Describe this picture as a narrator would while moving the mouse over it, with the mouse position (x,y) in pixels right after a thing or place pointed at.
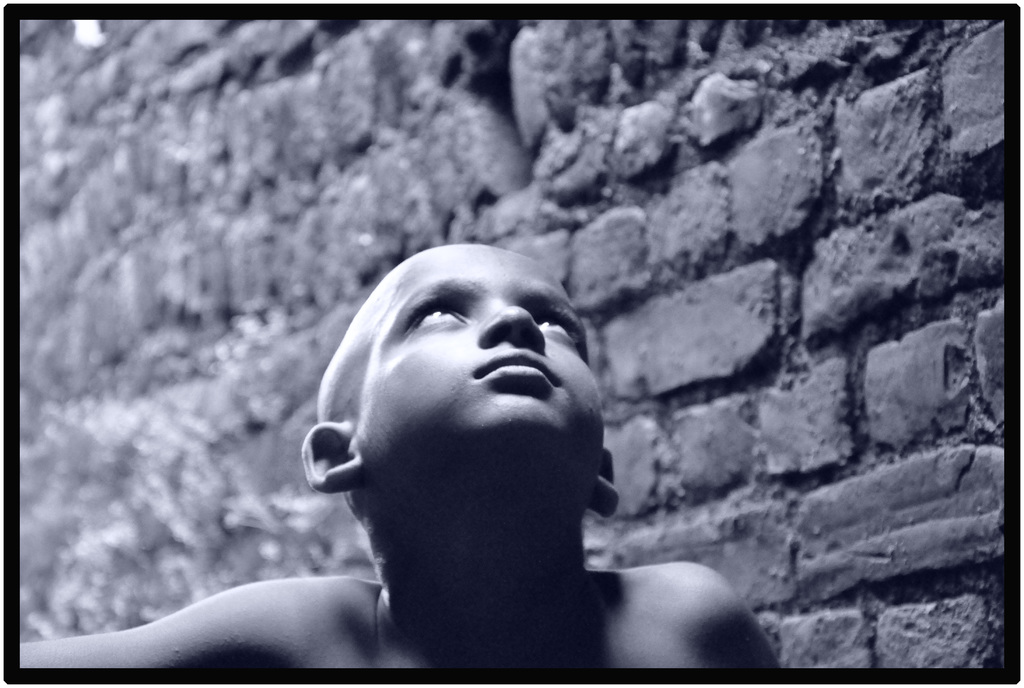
In the foreground of this black and white image, there is a boy (478,318) with bald head (475,289). In the background (654,200), there is a brick wall (670,203).
